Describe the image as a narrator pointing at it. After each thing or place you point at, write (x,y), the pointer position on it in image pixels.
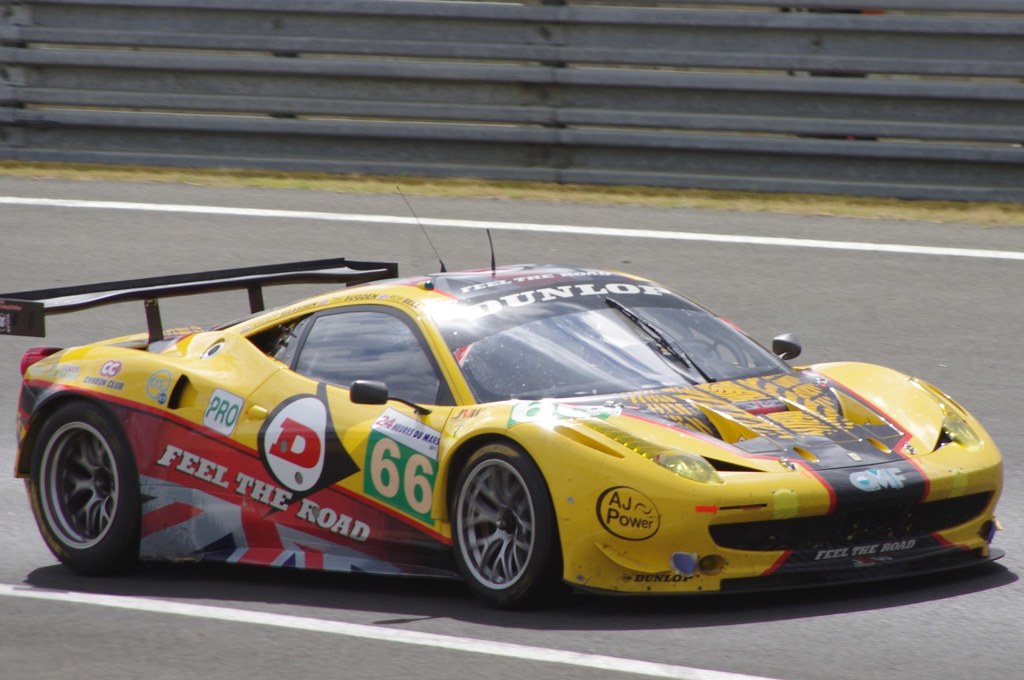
In this image there is a vehicle (701,457) on the road (95,243) having few painted lines (242,612) on it. Top of the image (580,171) there is a fence (987,178) on the grassland (879,209).
